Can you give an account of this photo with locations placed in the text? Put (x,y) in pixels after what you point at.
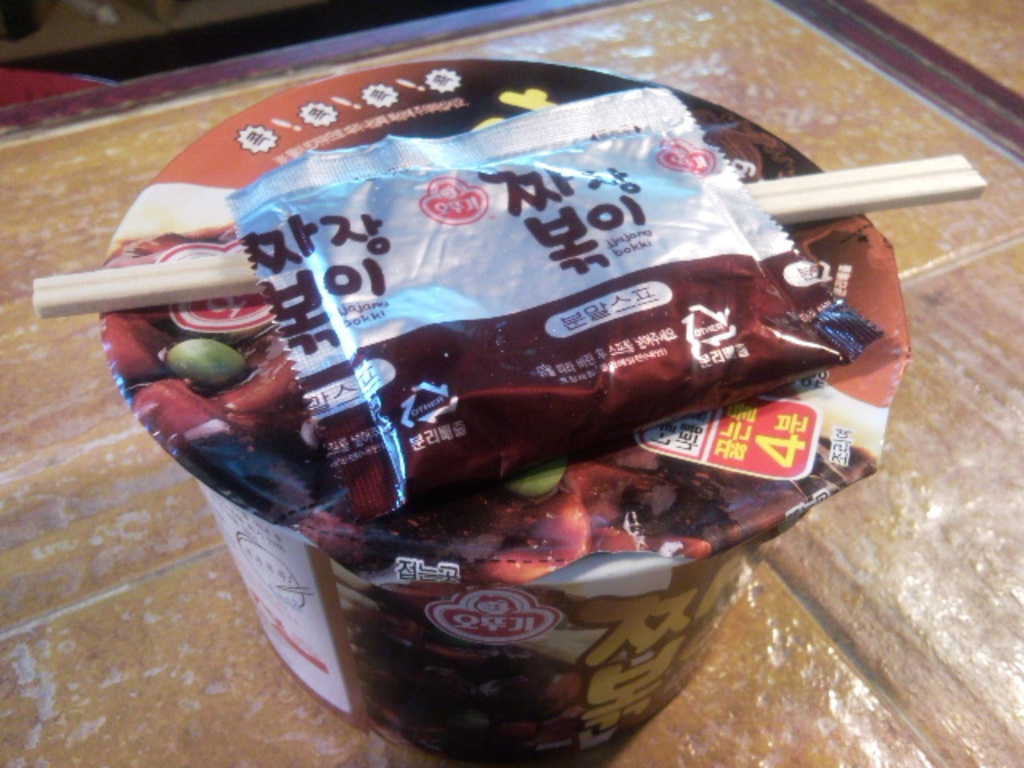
It is a food item cup (754,449) in brown color.
